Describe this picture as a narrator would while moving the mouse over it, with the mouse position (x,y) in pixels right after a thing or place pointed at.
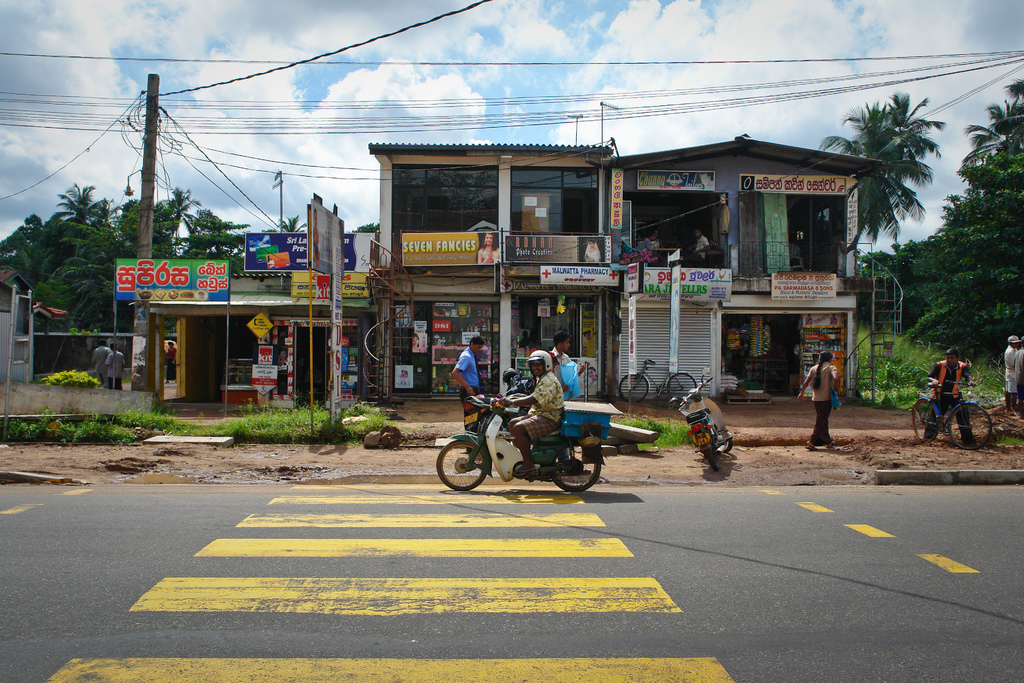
In this image I can see a road (338,601) and on it I can see number of yellow lines (534,544). In the background (187,346) I can see few buildings (346,330), number of boards (296,294), number of poles (7,377), wires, number of trees (55,303) and here I can see few people (481,342). I can also see few vehicles (699,412) and few bicycles (644,371). On these boards (193,299) I can see something is written. In the background (300,112) I can see clouds (283,107) and the sky (387,73).
